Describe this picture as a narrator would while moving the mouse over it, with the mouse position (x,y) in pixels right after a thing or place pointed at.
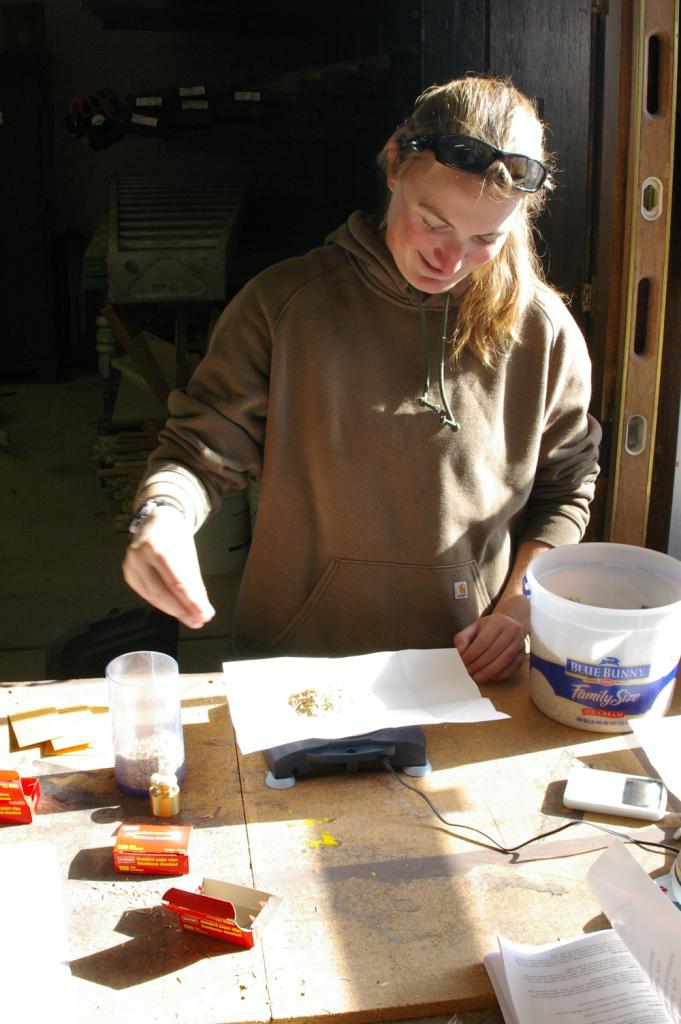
in the picture we can see a person (443,400) standing near the table (521,687) and doing some thing, on the table (227,726) we can see a paper (636,728) a book (656,909) and a cardboard boxes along with a glass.
